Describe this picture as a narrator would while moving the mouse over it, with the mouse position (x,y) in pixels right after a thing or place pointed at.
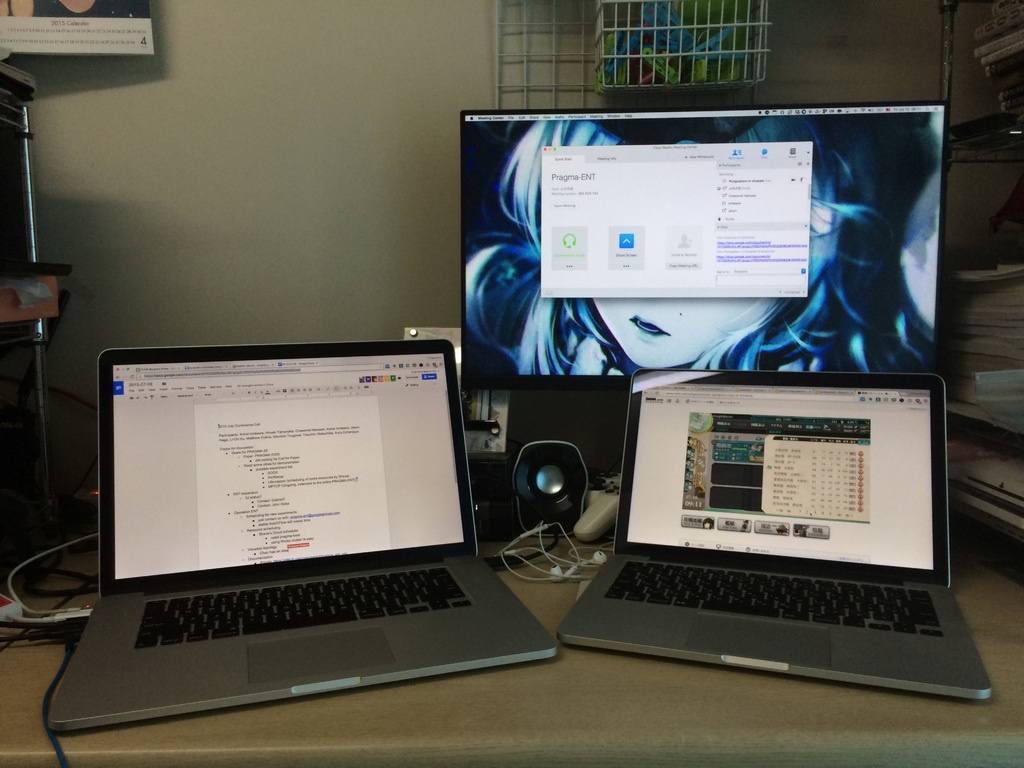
In this image I can see two laptops (198,677) and a monitor (487,382). I can also see a speaker (581,466) and a game controller (604,506).
